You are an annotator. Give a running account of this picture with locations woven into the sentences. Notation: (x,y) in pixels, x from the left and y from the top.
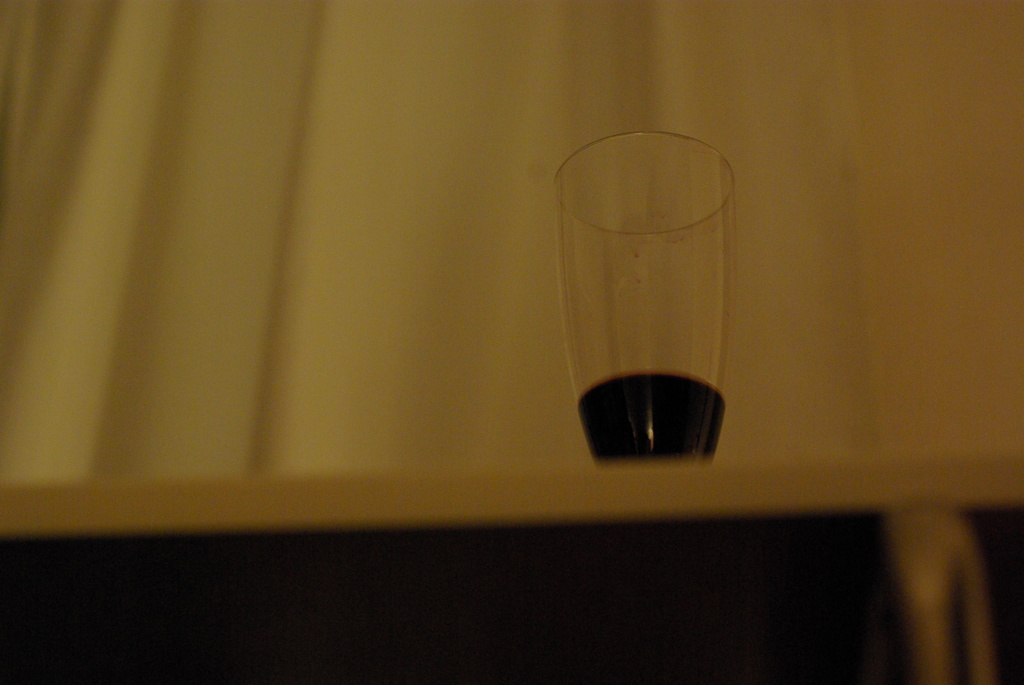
There is a room (772,438). There is a table (785,471). and there is a wine glass (703,445) on a table (706,478). We can see in background (436,360) yellow color curtain (557,337).
